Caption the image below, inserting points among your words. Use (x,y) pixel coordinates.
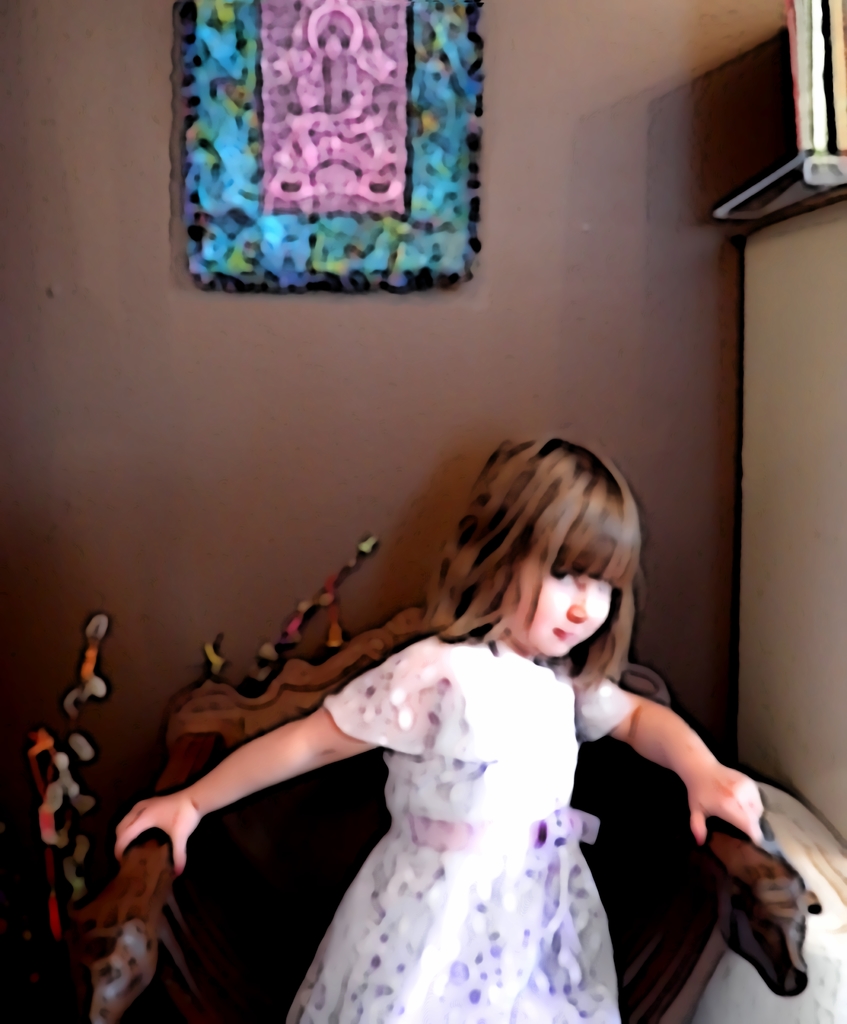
In this image there is a child (517,824) standing at a chair (378,818), in the background (177,661) there is a wall (180,491), to that wall (55,69) there is a poster (421,78).
